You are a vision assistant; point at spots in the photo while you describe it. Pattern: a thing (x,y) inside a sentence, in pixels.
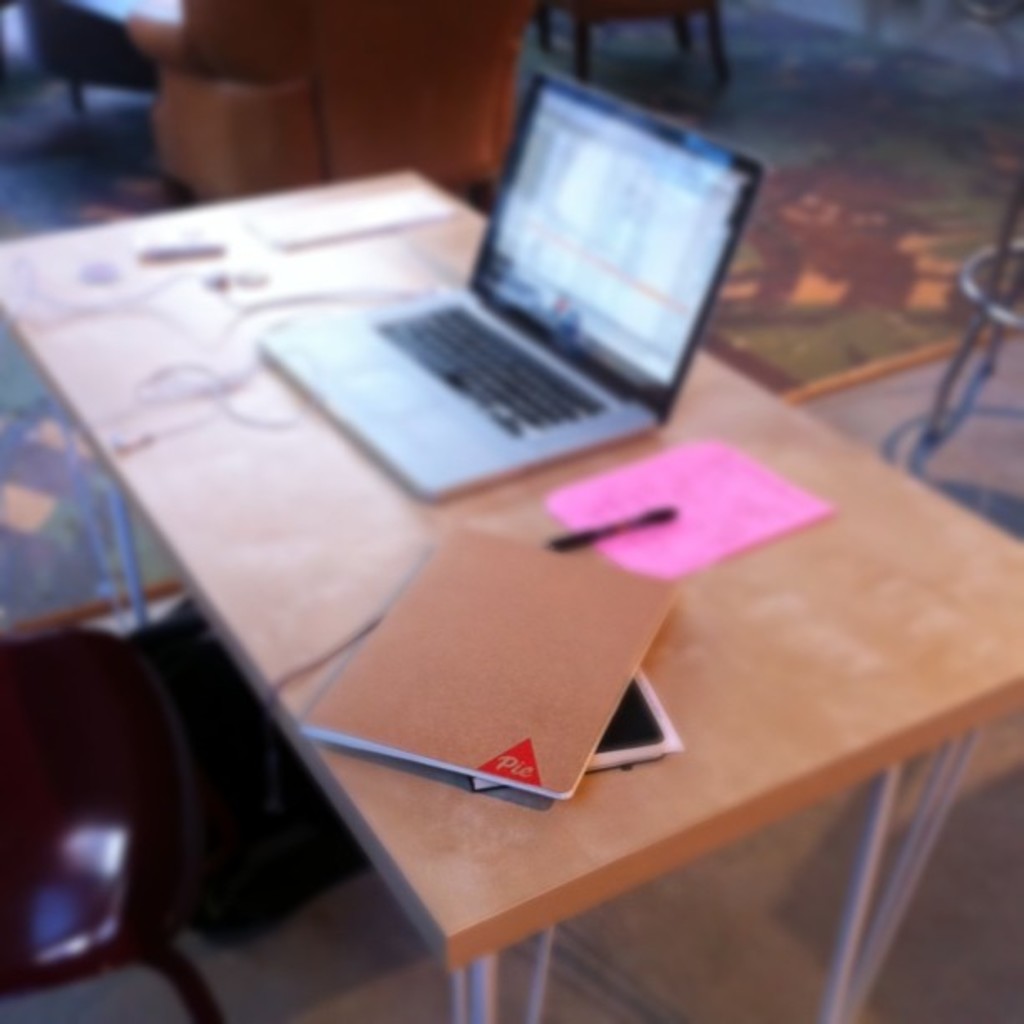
There is a table (835,680). On the table (489,930) there are books (626,576), pen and laptop (554,405). There is a chair (137,795) near to the table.
